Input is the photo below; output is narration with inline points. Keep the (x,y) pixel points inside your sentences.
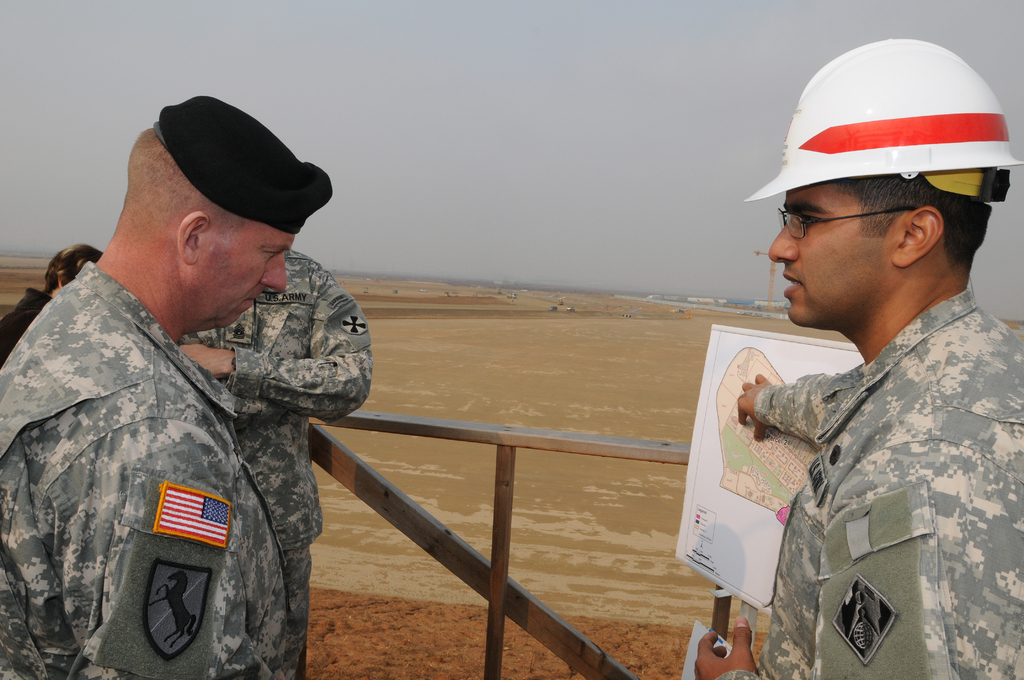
On the left side of the image (123,429) we can see a person (124,504) is seeing a poster (744,530). In the middle of the image (642,325) we can see a ground (694,377) and the sky (623,20). On the right side of the image (773,395) we can see a person (858,423) is pointing something on the poster (735,542).
